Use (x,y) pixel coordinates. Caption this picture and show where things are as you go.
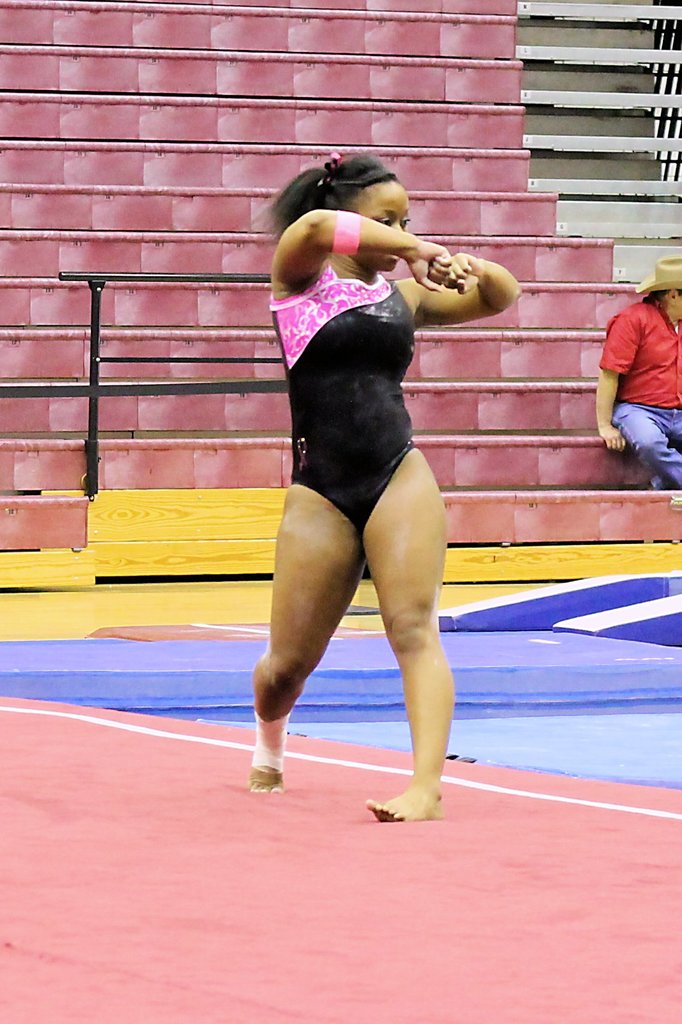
In this image I can see a woman (411,552) is standing and I can see she is wearing black dress (346,387). In background (620,423) I can see a man (610,415) is sitting and I can see he is wearing red shirt (638,396), blue jeans (648,446) and a hat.
